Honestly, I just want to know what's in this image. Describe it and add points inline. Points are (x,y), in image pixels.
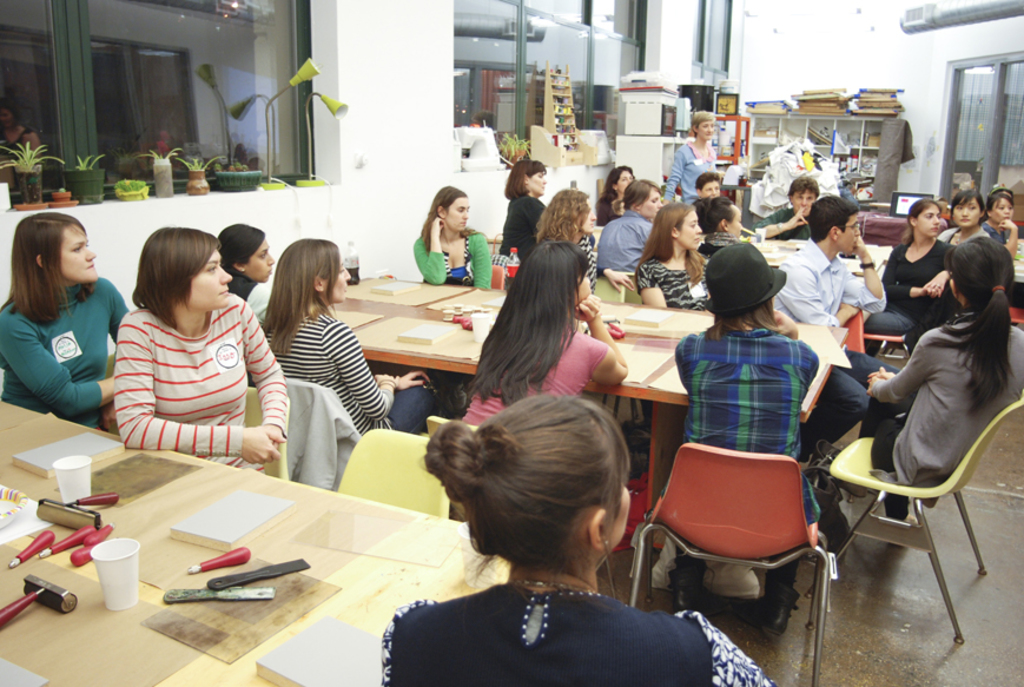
In this image i can see a group of people (585,476) who are sitting on a chair (412,461) in front of the table (396,330). On the table (266,567) we have few cup (106,573) and other objects (247,548) on it. On the left side of the image (222,110) we have a window (153,70) to flower pots (199,171) and other stuff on it.
